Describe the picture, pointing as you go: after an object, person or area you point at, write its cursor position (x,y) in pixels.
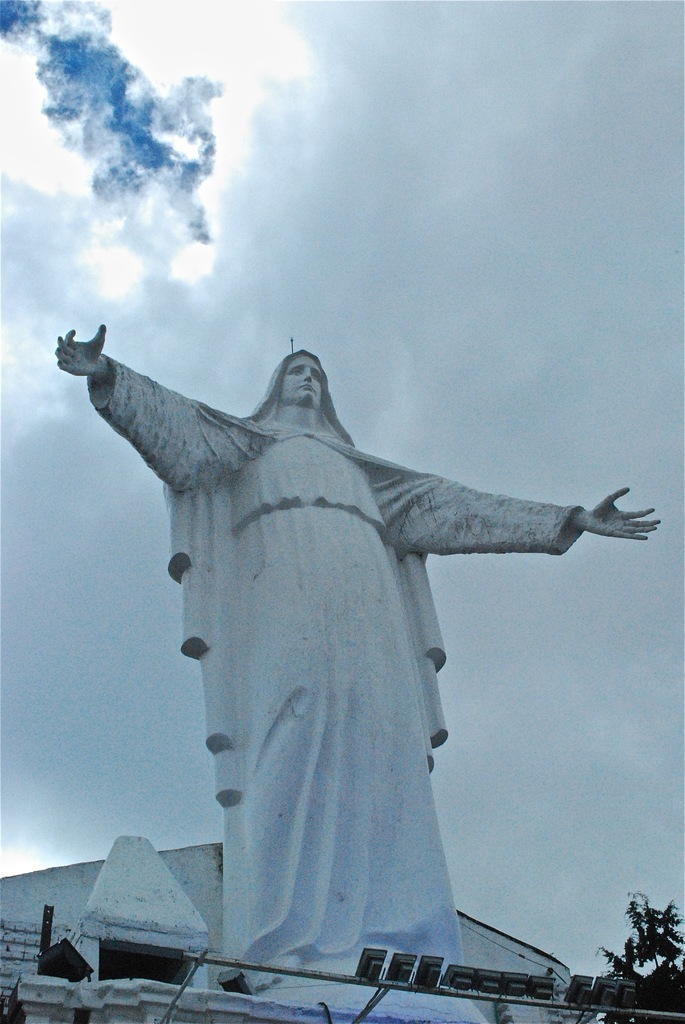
In the center of the image (326,557) we can see a sculpture (326,788). On the right (630,907) there is a tree (631,924). In the background (550,786) there is a shed (122,916) and we can see the sky (59,685).
